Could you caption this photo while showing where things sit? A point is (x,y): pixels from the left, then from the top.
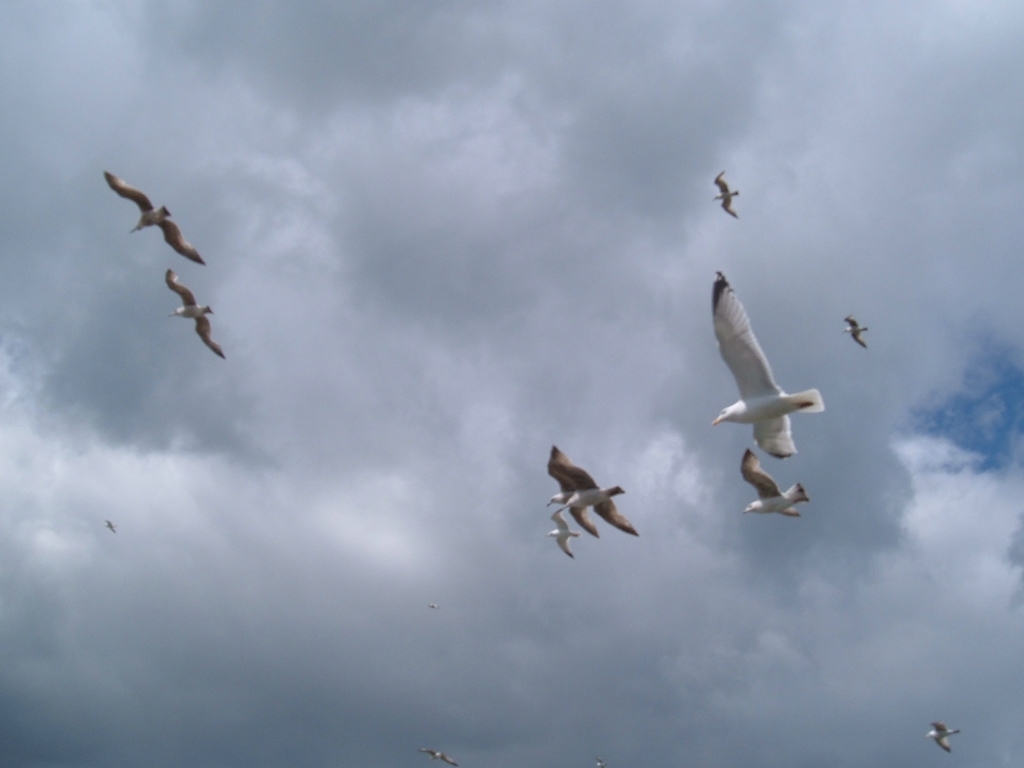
In this picture there are birds (609,512) flying. In the background (329,334) it is sky (696,630). Sky (433,563) is cloudy.
